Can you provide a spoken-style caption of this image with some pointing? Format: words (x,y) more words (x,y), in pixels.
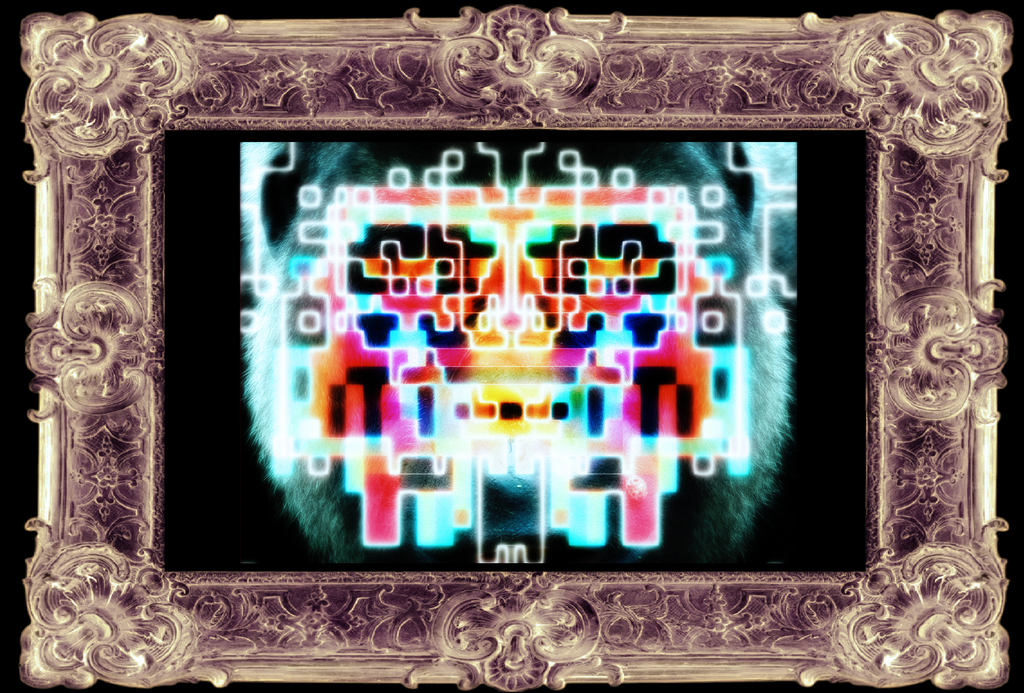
In this image there is a frame (933,551). In the frame (809,612) there is a structure (633,414) having different colors in it.
